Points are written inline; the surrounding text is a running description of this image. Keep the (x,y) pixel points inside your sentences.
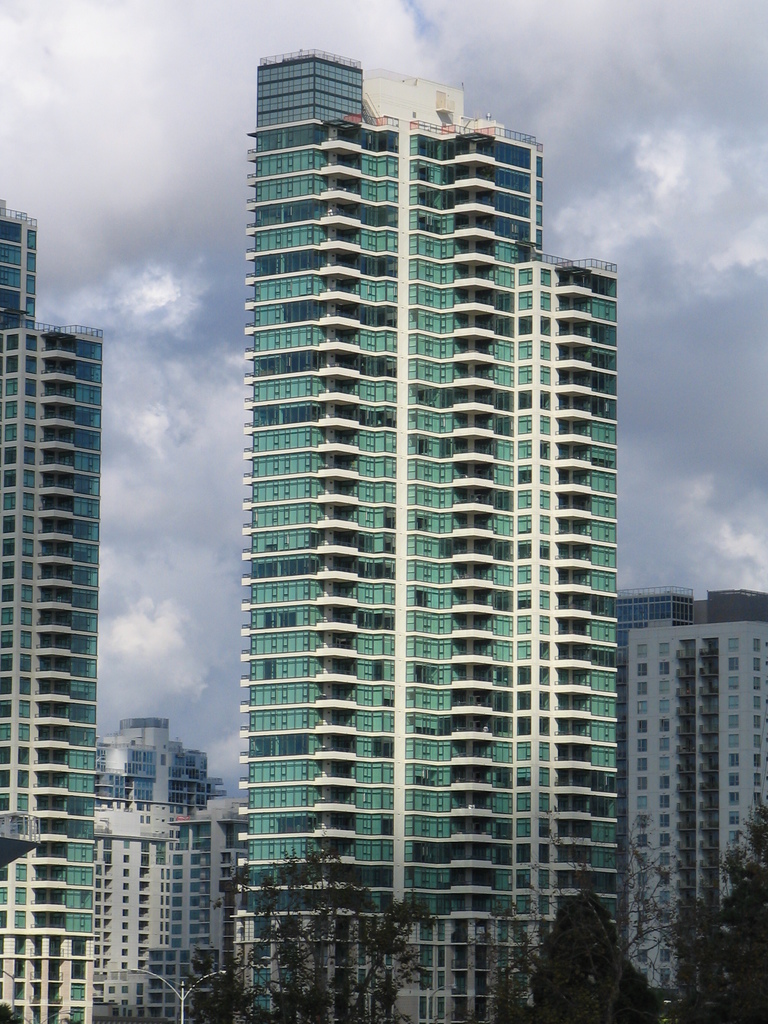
There are many buildings (367,596). At the bottom (284,867) there are many trees (394,940) and light pole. In the background (203,403) there is sky (582,197) with clouds (635,414).
